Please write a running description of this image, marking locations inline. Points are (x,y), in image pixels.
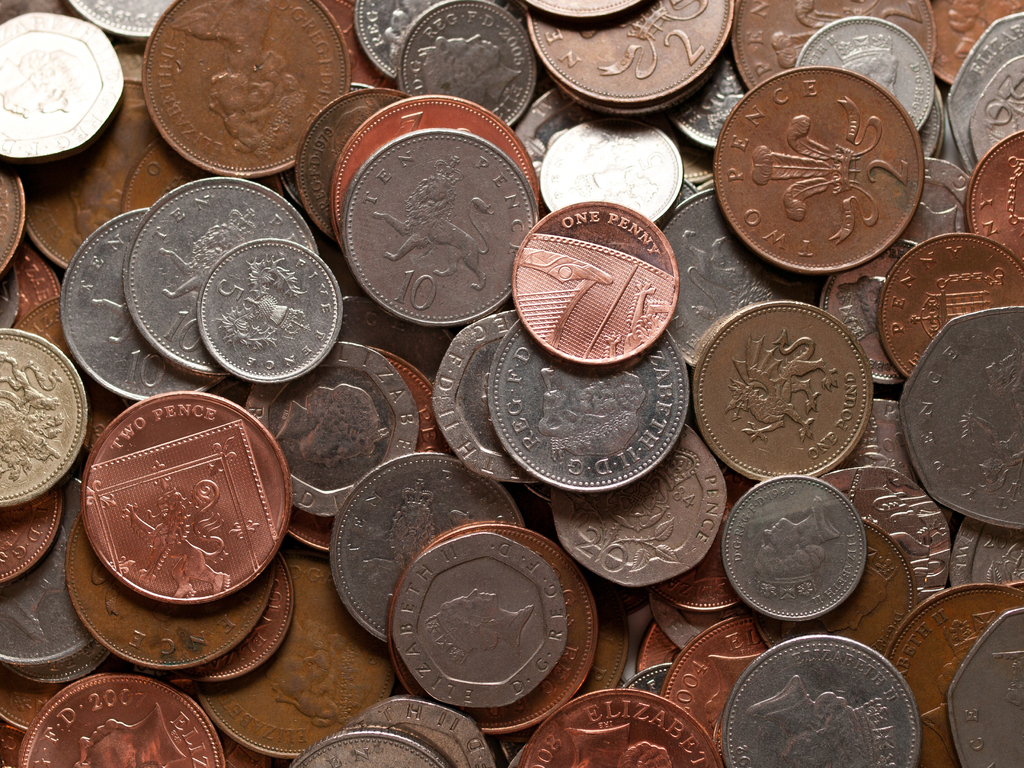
In this image we can see some different colors of coins (681,196) with text (166,409) and images (552,439).
